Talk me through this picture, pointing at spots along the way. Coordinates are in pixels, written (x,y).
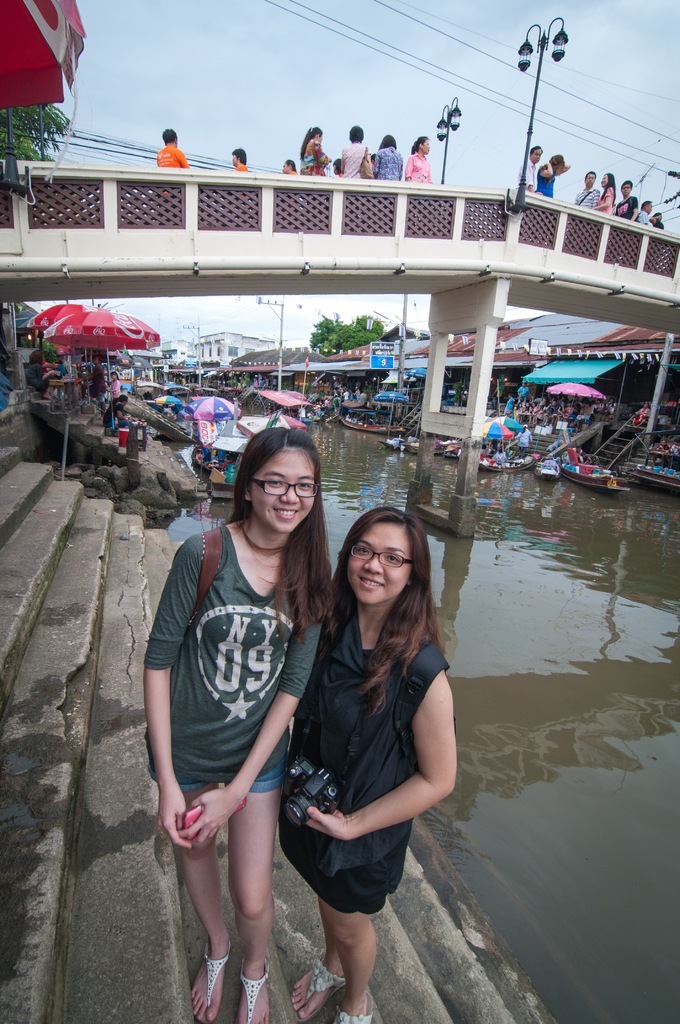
In this picture we can see two women (363,923) wore spectacles (382,563) and standing on the steps (32,761) and smiling, umbrellas (43,320), boats (341,421) on water (500,685), bridge (486,345), buildings (181,358), some persons (635,208) and in the background (164,114) we can see the sky (441,74).
